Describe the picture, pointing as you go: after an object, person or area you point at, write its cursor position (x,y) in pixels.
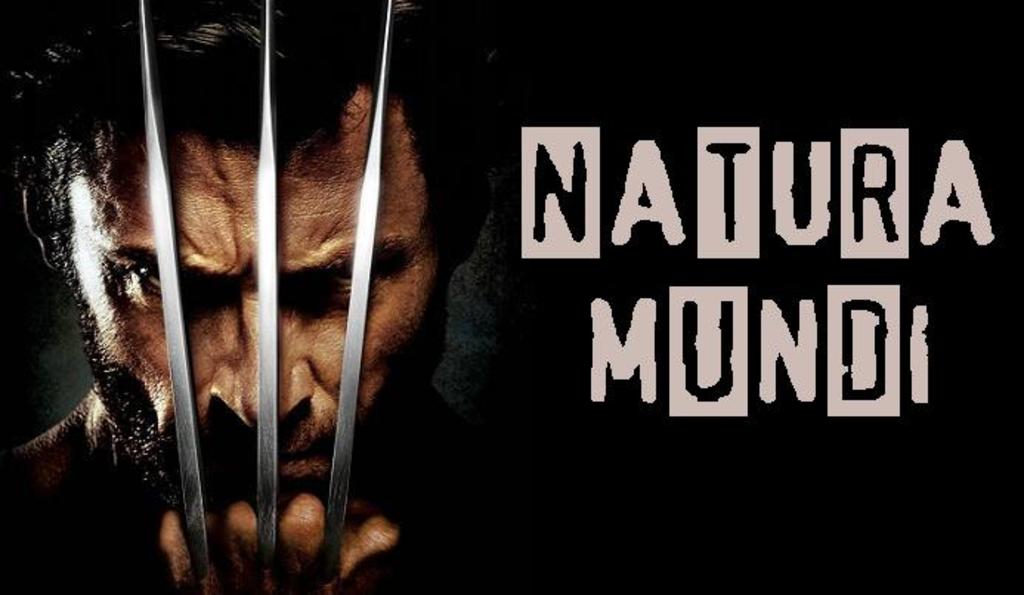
In this picture we can see some text (864,229), a person (111,304) and a few objects (176,394) on the left side (140,289). We can see the dark view in the background (587,539).
